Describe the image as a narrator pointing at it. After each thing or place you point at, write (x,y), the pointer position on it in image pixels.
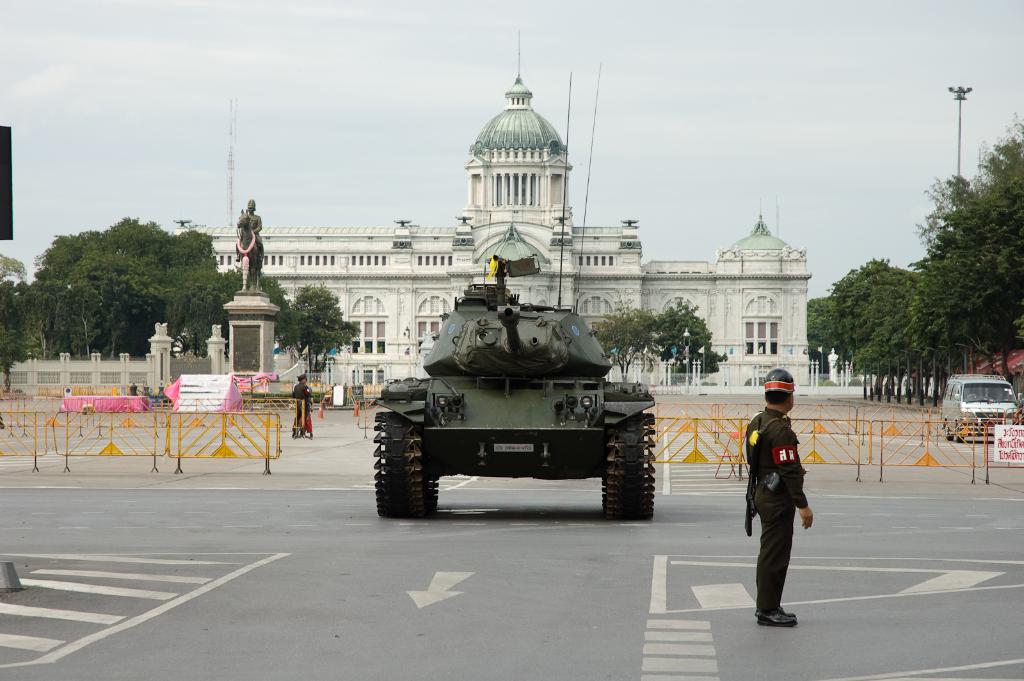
In this picture there is a vehicle (468,296) in the center of the image (576,436), there is a palace (359,247) in the center of the image (394,288), there are trees (103,284) and boundaries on the right (1013,143) and left side of the image (22,355), there is a car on the right side of the image (1008,418) and there is a statue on the left side of the image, there is a man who is standing on the right side of the image (783,398).
